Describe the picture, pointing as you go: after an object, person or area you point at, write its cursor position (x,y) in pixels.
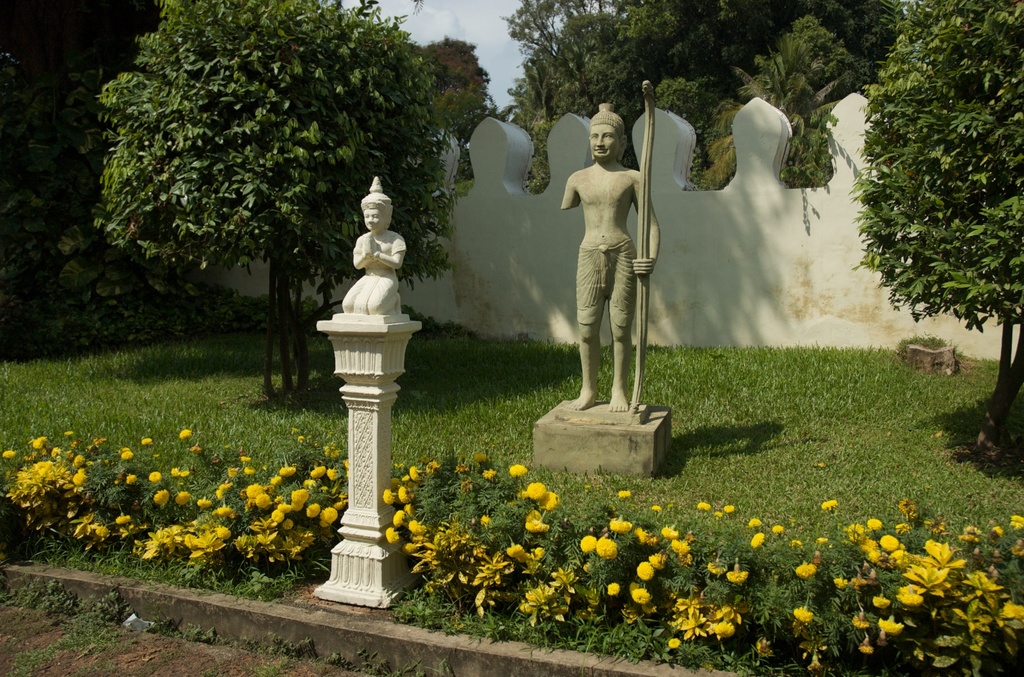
In this picture I can see few plants (222,500) and flowers (328,512) in front (980,637) and in the middle of this picture (568,381) I can see the grass (775,373), on which there are 2 sculptures (628,171) and in the background (448,230) I can see the wall (684,218) and number of trees (412,166).
